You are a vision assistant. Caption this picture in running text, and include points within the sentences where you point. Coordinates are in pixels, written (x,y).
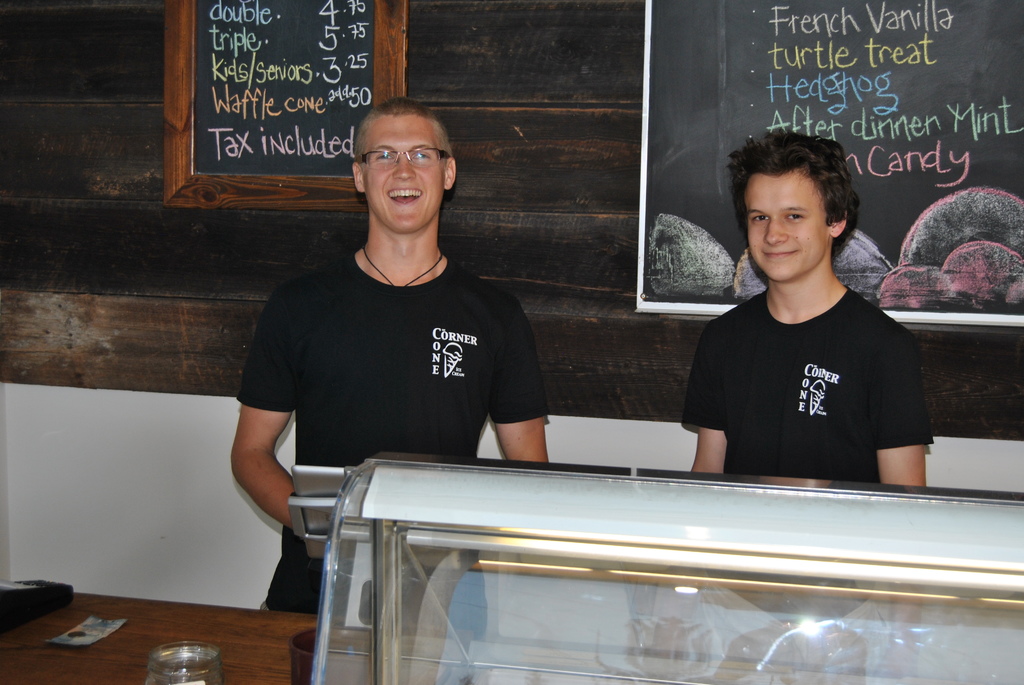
In this image we can see two men (531,387) standing beside a table (89,664) containing a glass (187,677), paper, a device (50,600) and a glass container (557,649) on it. On the backside (249,129) we can see two boards (284,127) on a wall (318,251) with some text (245,143) on them.
